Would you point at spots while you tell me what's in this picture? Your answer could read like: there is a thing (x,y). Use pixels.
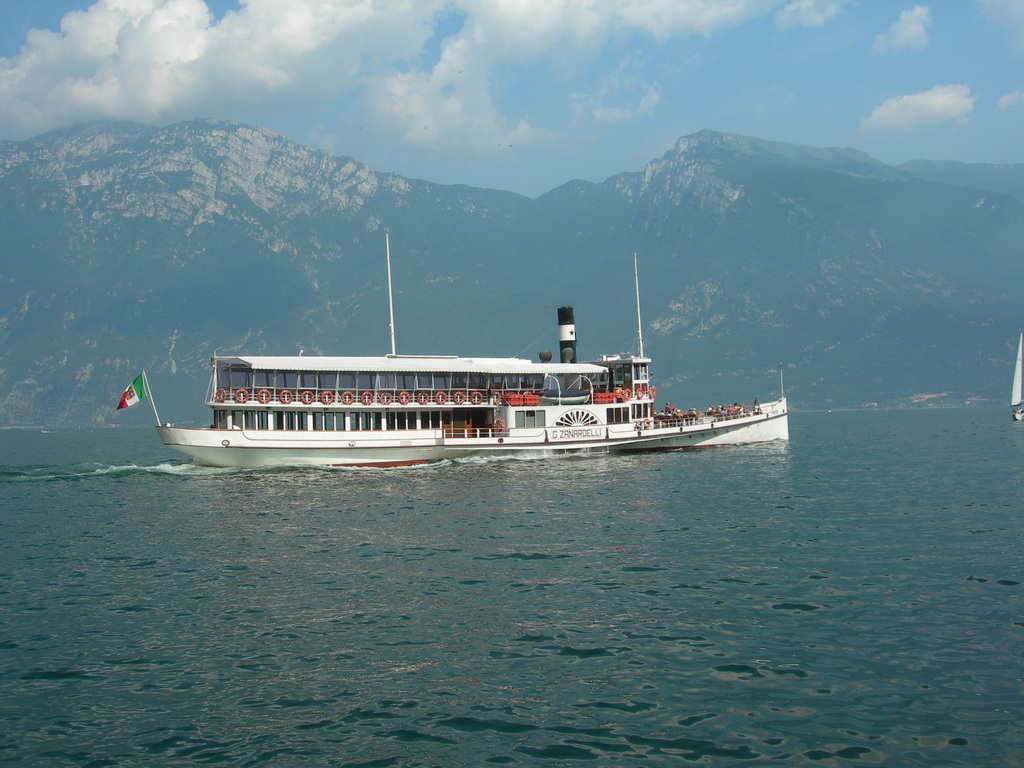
In this image I can see a white color ship (424,431) and flag (140,397). I can see water (351,635) and mountains (403,203). The sky (309,56) is in white and blue color.
